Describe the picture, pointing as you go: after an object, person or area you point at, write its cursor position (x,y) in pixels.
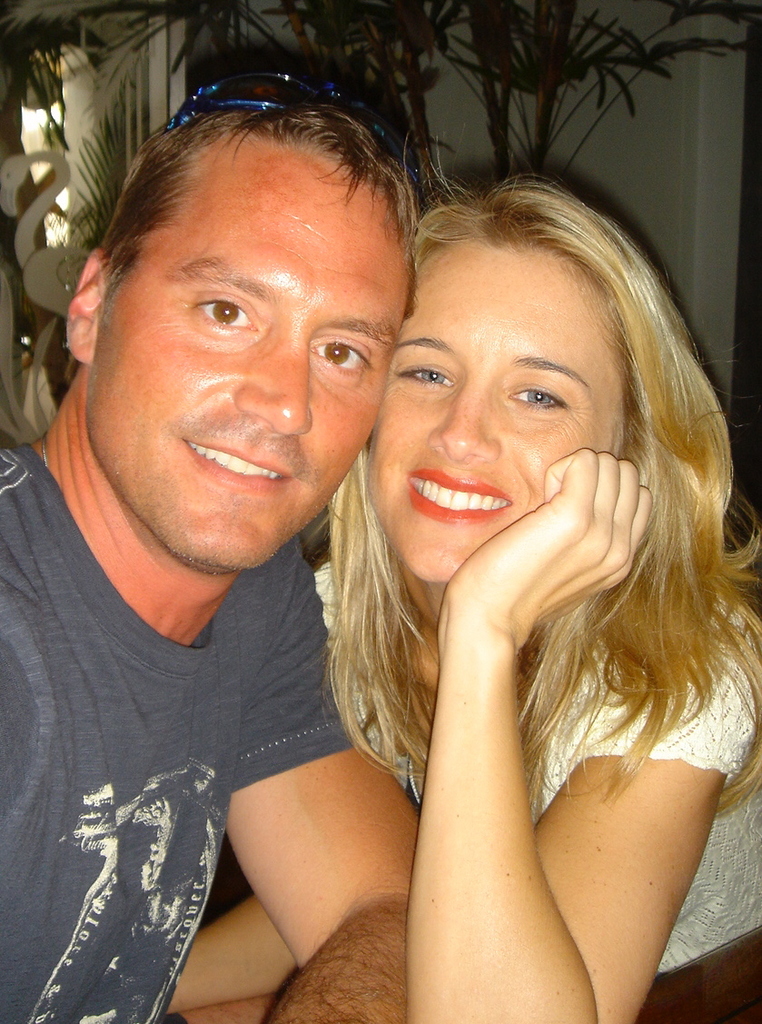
The picture of 2 persons (447,304) and they are giving some stills. The woman (457,539) and man (337,407) are smiling. The women (504,579) wore white dress (691,739) and man (211,710) wore blue t-shirt (178,720). The man (206,548) wore goggles (264,96) on his head (322,115). The wall (661,184) is in white color. Far there are plants (412,27) in green color.
